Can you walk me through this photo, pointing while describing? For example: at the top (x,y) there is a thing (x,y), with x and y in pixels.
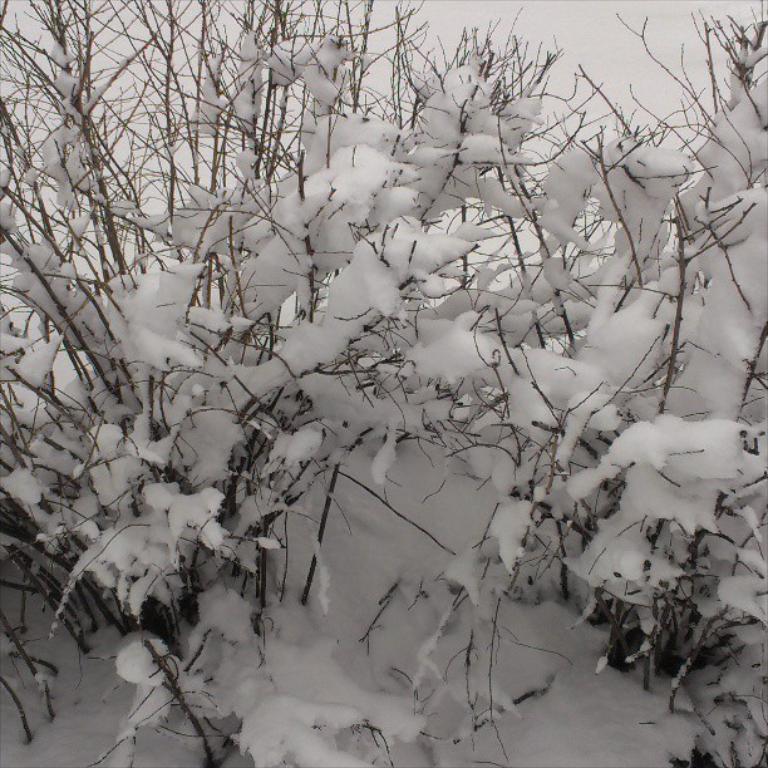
In this image I can see few plants (197,80) covered with the snow (323,322).
